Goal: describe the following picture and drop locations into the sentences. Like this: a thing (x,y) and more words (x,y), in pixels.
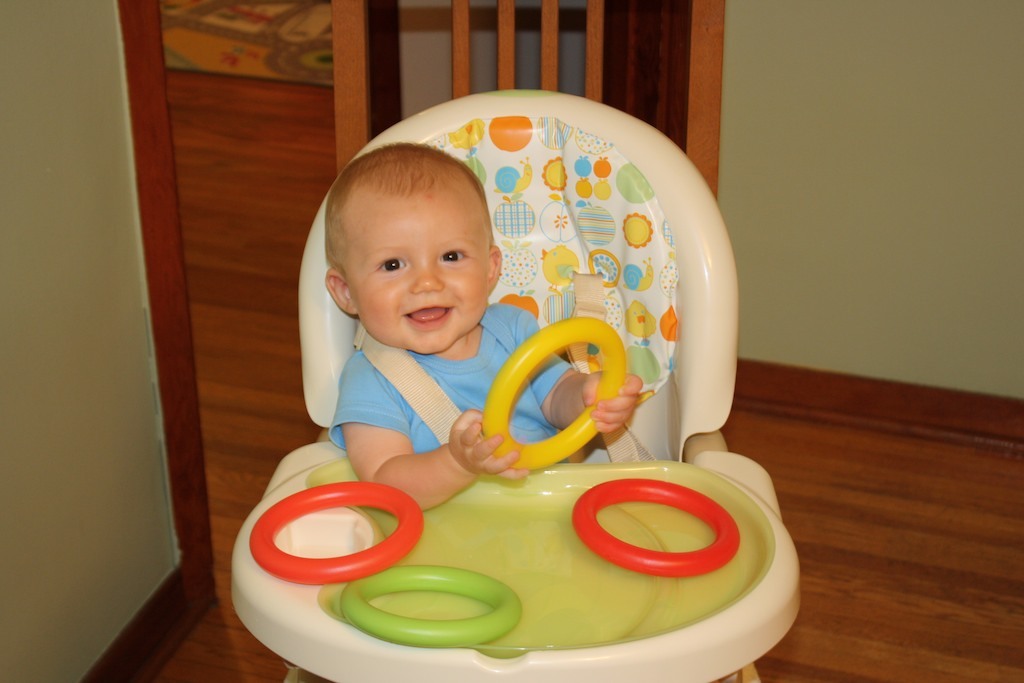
In this picture, we see the baby (577,397) is in the high chair (589,262). The baby (552,419) is smiling and is holding a yellow color ring (556,336) in the hands (481,458). We see the red, orange and green color rings (391,586) are placed on the tray (438,522). At the bottom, we see the wooden floor (299,92). On the left side (69,323), we see a green color wall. In the background (895,94), we see a wall (907,84).
